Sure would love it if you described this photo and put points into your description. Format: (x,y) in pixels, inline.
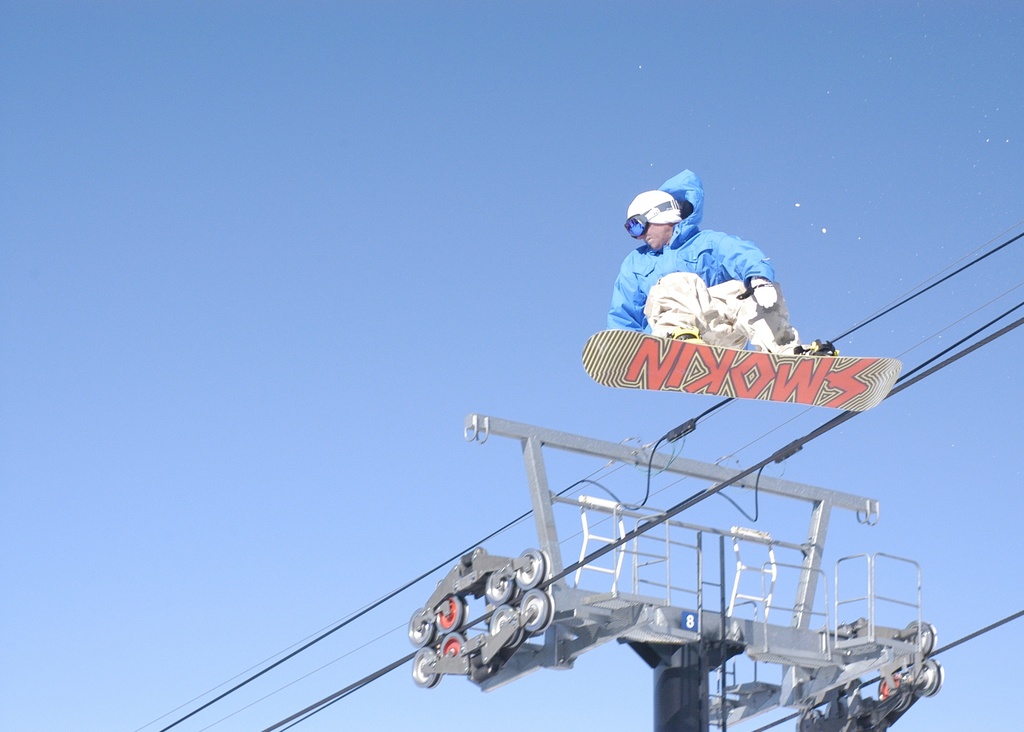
In this image I can see a person (705,311) skating the board (733,364). On the bottom of the image (729,617) there is a pole (701,672) and few wires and in the background (363,540) I can see the sky (353,194) in blue color.
